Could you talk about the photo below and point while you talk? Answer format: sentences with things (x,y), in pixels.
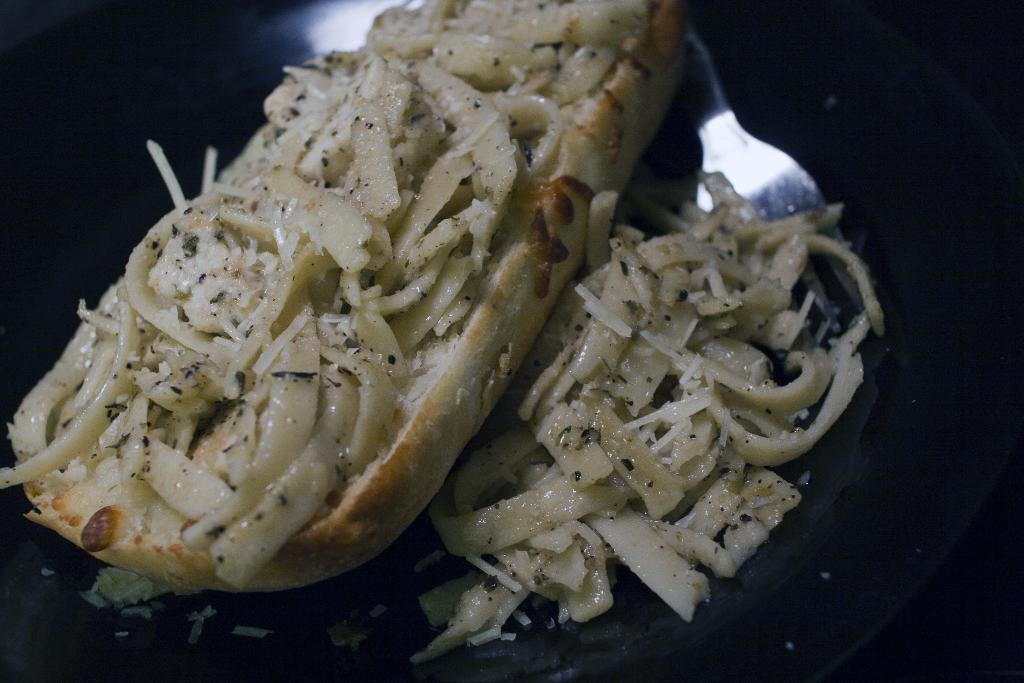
In the center of the image (661,354) we can see a food (454,401) is present on a plate (875,266). In the background (993,51), the image is dark.
